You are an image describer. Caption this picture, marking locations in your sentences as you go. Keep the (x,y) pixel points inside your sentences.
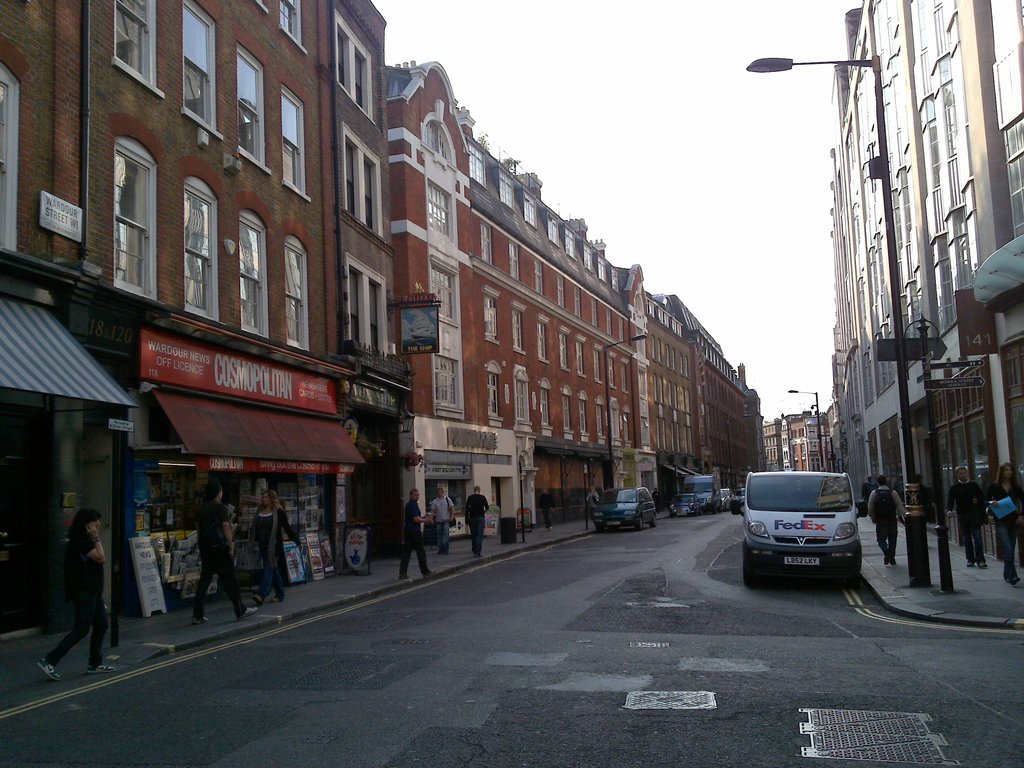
In this image we can see there are buildings (594,336) and people (200,531). There are stores (516,514) and vehicles (745,574). There are street lights (818,397) and poles (900,371). In the background (706,228) we can see the sky (695,257).
